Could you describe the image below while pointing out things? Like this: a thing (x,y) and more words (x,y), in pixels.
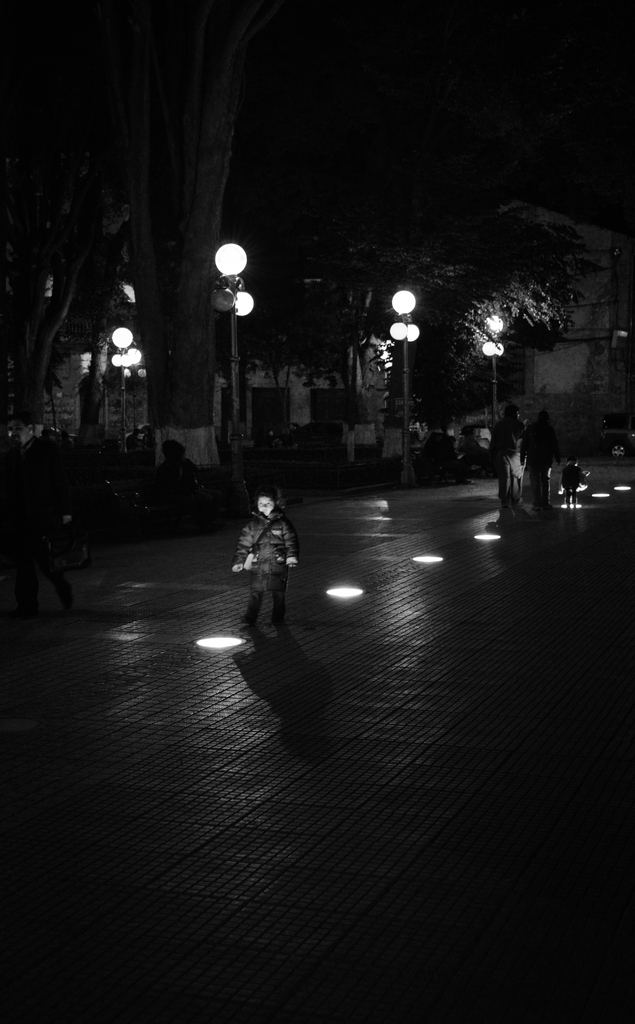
In this image there are a group of people (577,483) who are walking on a road (350,726), and in the background (382,395) there are some buildings (544,360), poles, lights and trees (318,338). At the bottom (281,849) there is a road (303,829).
